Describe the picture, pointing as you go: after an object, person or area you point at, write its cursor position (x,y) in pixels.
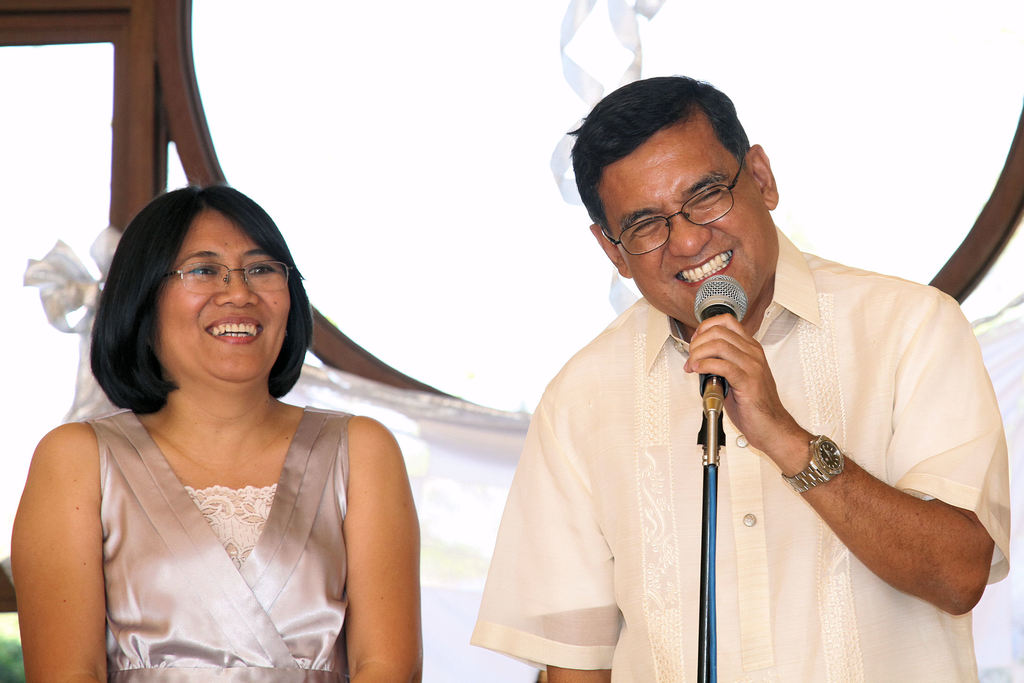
Here, at the right side (970,533) we can see a man (860,459) standing and he is holding a microphone (724,384), he is wearing specs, at the left side (104,580) there is a woman (123,469) standing and she is smiling, she is wearing specs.
